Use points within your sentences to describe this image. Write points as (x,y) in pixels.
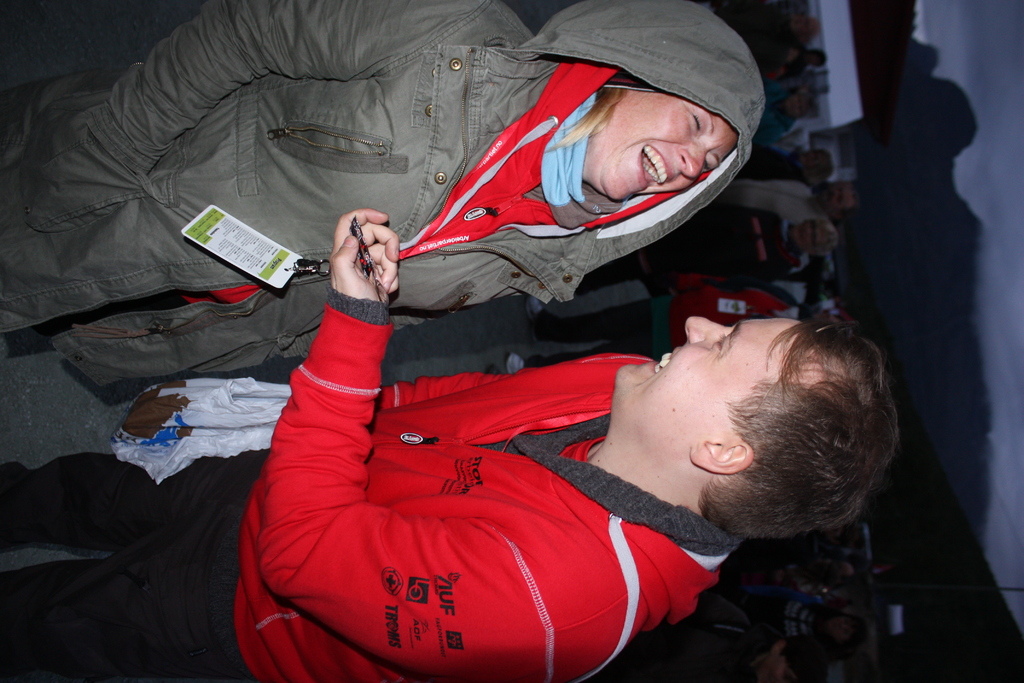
This is a rotated image. In this image we can see there are two persons (370,411) standing with a smile on their face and they are looking at each other, behind them there are few people (839,610). In the background (981,201) there is a sky (981,201).
